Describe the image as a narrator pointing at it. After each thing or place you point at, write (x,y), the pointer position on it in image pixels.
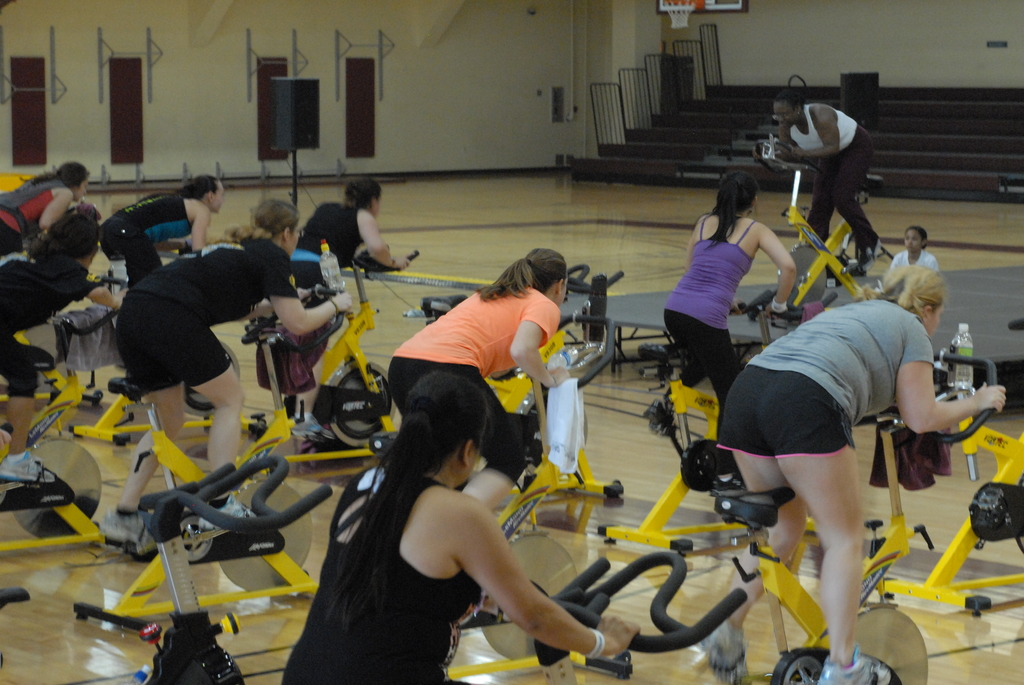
In this image we can see women (116,302) are doing exercise by using stationary bikes (704,483). In the background (921,256), we can see a platform (989,302) and one girl (898,254) is sitting on the platform (973,308). At the top of the image (668,144), we can see wall (740,71), stairs (675,133), a basket (678,9) and some metal objects (610,122). We can see bottles (331,279) in front of the women (709,348).
